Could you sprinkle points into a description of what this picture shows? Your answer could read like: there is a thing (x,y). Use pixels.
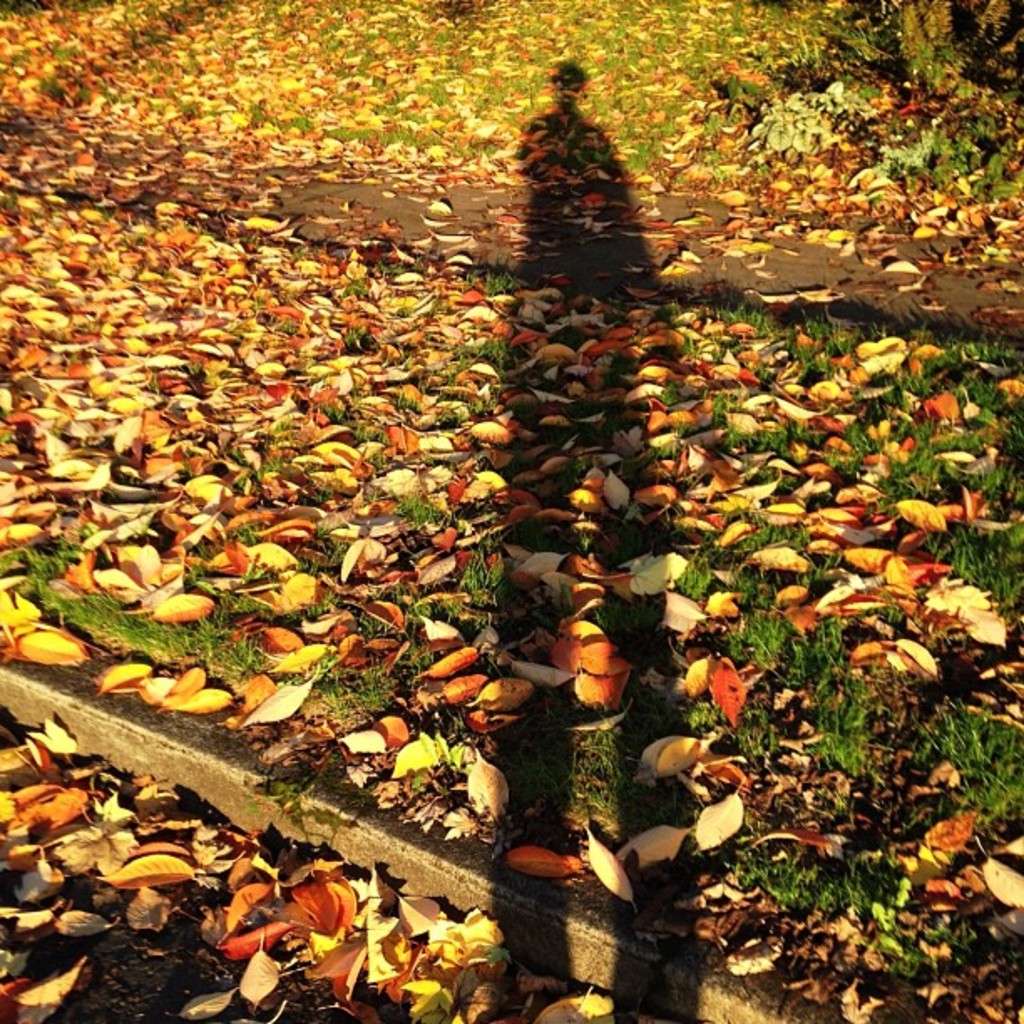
In this image, we can see some dried leaves (694,439) and there is a shadow (603,548) of the person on the ground (599,298).
